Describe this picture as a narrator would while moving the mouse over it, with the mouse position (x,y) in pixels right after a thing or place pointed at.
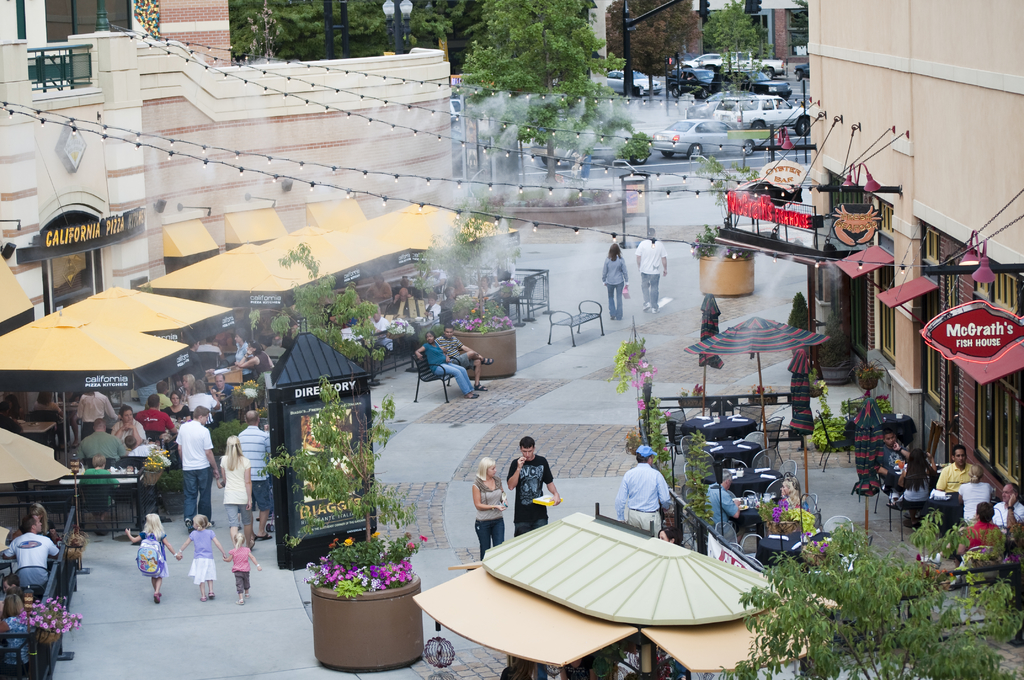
In this image there are people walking on the road (398,471). On both right and left side of the image (184,389) there are people (100,430) sitting on the chairs (713,457) and in front of them there are tables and on top of it there are few objects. On the left side of the image (211,264) there are tents (210,277). On the backside of the image (735,118) there are cars (717,152) on the road (671,121). Beside the road (717,152) there are street lights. In the background of the image (587,80) there are buildings (830,147) and trees (669,30).
